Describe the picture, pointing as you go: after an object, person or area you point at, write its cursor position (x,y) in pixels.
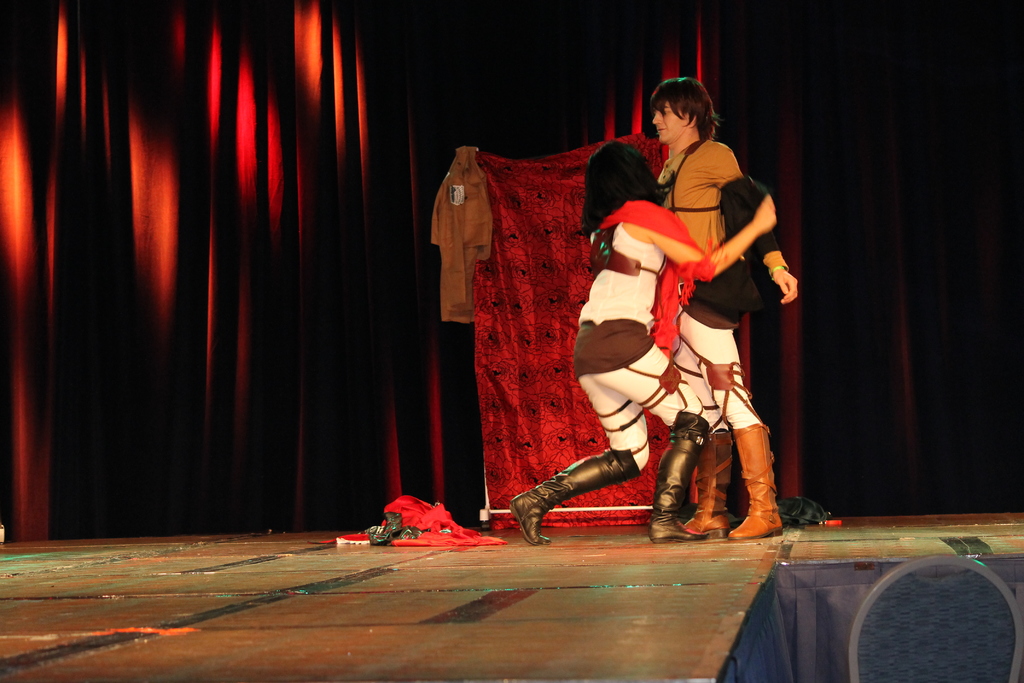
The girl (613,396) in white dress (635,364) and the man (701,349) in brown T-shirt (695,204) are standing on the stage (811,531). Beside her, we see a red color cloth (410,524) is on the stage (474,549). They might be performing the drama. Behind them, we see a red color cloth (519,311). On the left side (65,241), we see a maroon sheet (187,271). On the right side (882,102), it is black in color.
